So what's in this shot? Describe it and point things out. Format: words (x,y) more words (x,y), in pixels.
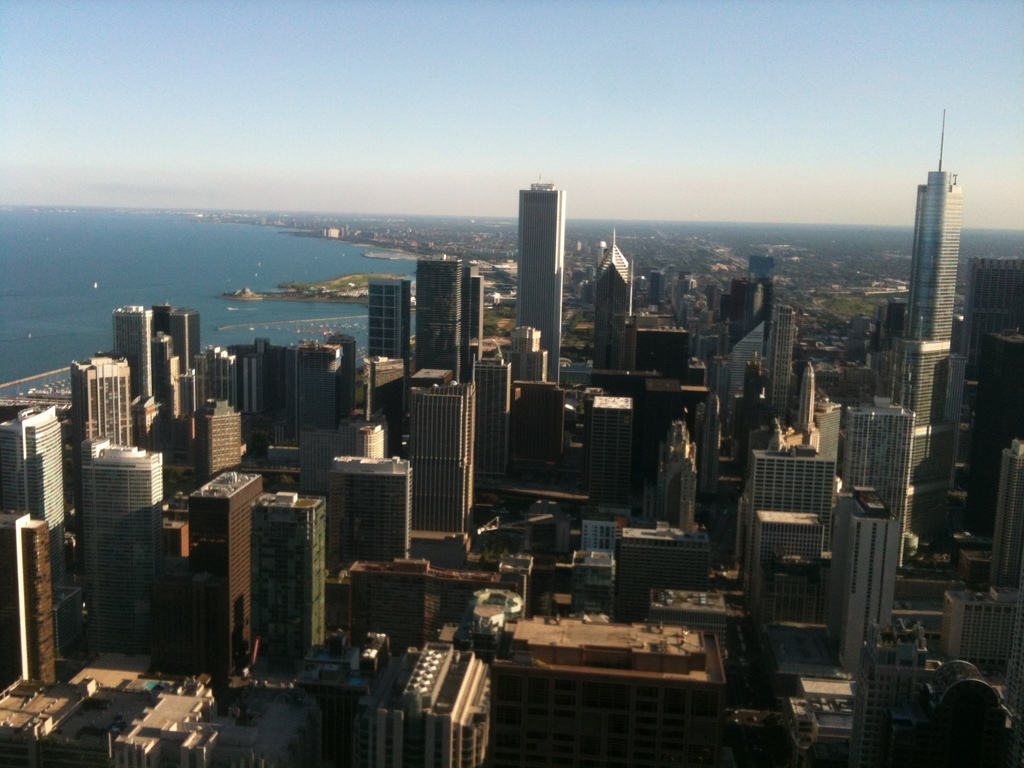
In this image we can see many buildings (711,375). On the left side (135,250) there is water (241,236). In the background (445,99) there is sky (738,80).
